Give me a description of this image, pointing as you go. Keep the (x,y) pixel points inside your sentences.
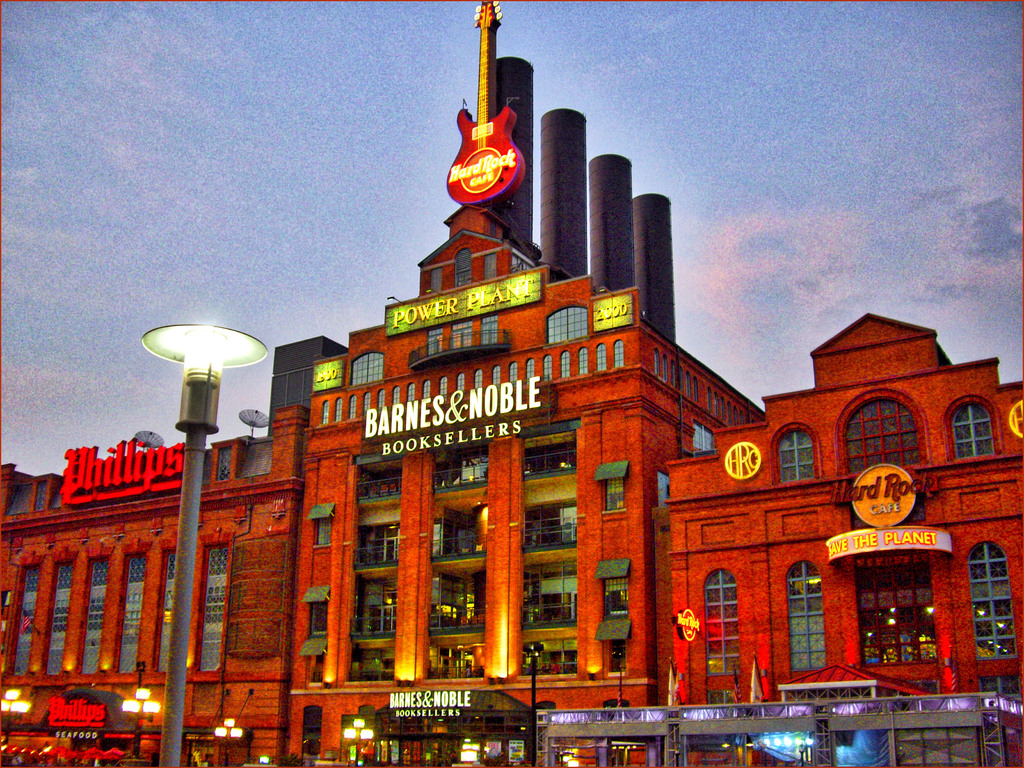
In this picture we can see the buildings (553,552), pillars (504,594), boards (158,453), lights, poles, windows (560,661), satellite dishes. At the bottom of the image (883,714) we can see the rods (624,722) and shed (680,722). At the top of the image (641,173) we can see the clouds (26,255) are present in the sky (169,439).
